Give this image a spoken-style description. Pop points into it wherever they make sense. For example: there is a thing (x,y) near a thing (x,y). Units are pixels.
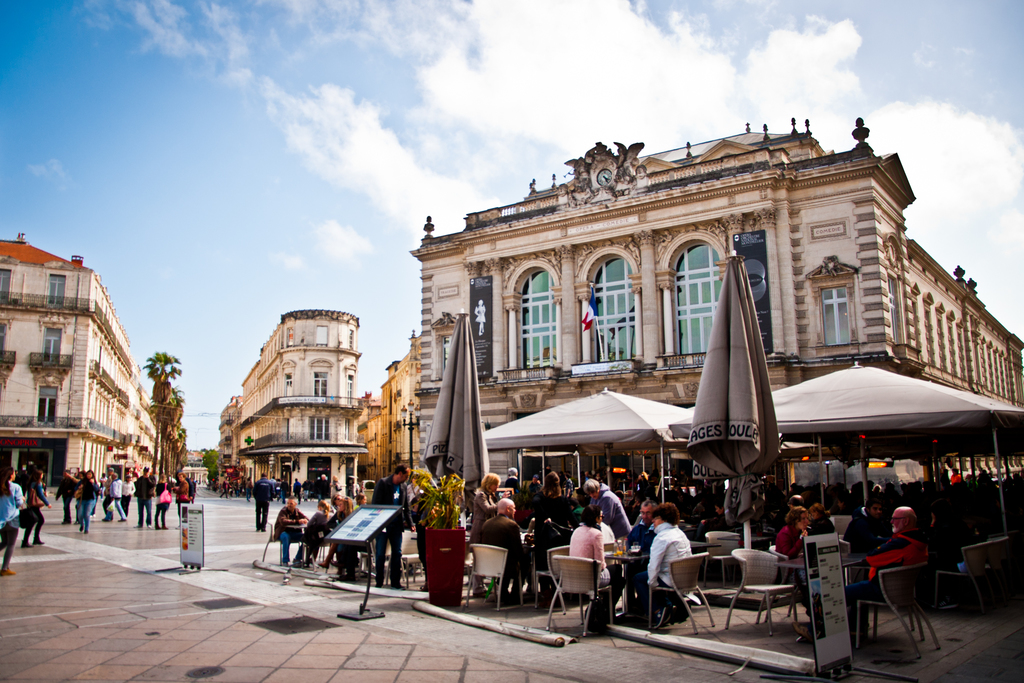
In this image we can see few persons (521,560) are sitting on the chairs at the tables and few persons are standing. There are tents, umbrellas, boards (195,555), plants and objects (516,635). In the background (348,434) we can see buildings (525,325), windows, trees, flagpoles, few persons (147,497) are walking and clouds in the sky (41,146).
